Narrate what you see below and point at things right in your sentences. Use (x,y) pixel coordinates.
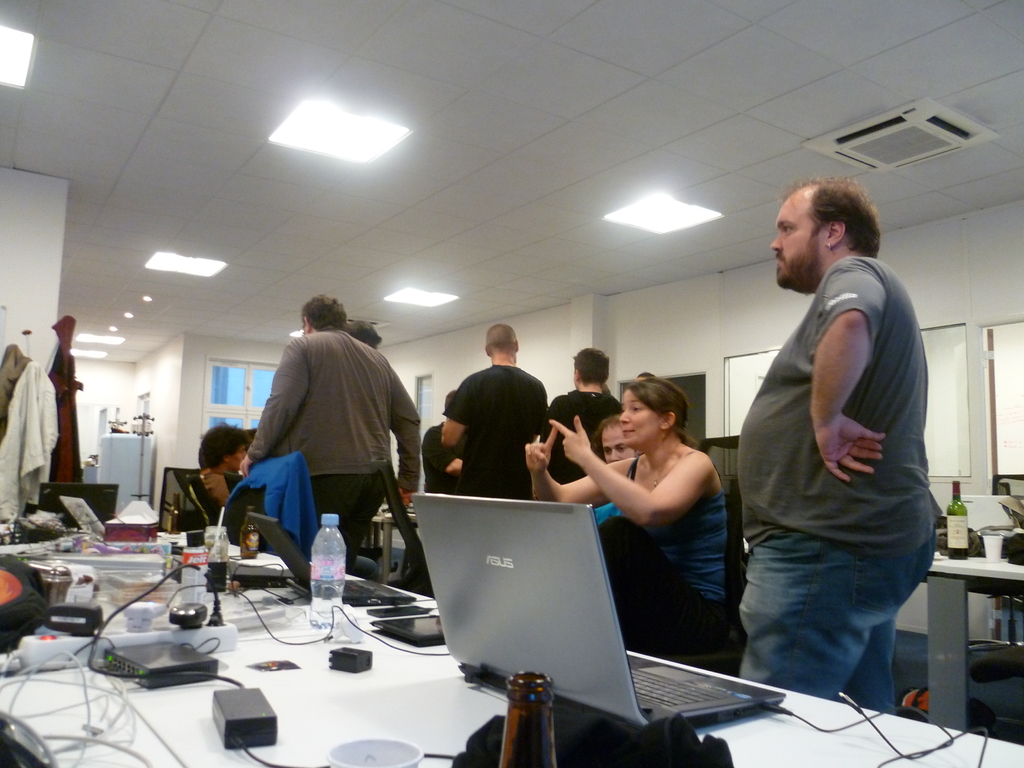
This picture is of inside the room (923,438). On the right (882,293) there is a man (851,392) wearing t-shirt (880,411) and standing, beside him there is a woman (670,480) sitting on the chair (711,623) and there are group of people (387,391) standing. On the left (313,690) there is a table (453,709) on the top of which bottles (330,613), laptop (532,614) and some other items (250,699) are placed. In the background (66,401) we can see the clothes (40,372) are hanging on the wall (46,320), window (225,370), roof (249,261), ceiling lights (192,263), wall (169,372), some person (214,438) sitting on the chairs (206,480), machine (149,455).
